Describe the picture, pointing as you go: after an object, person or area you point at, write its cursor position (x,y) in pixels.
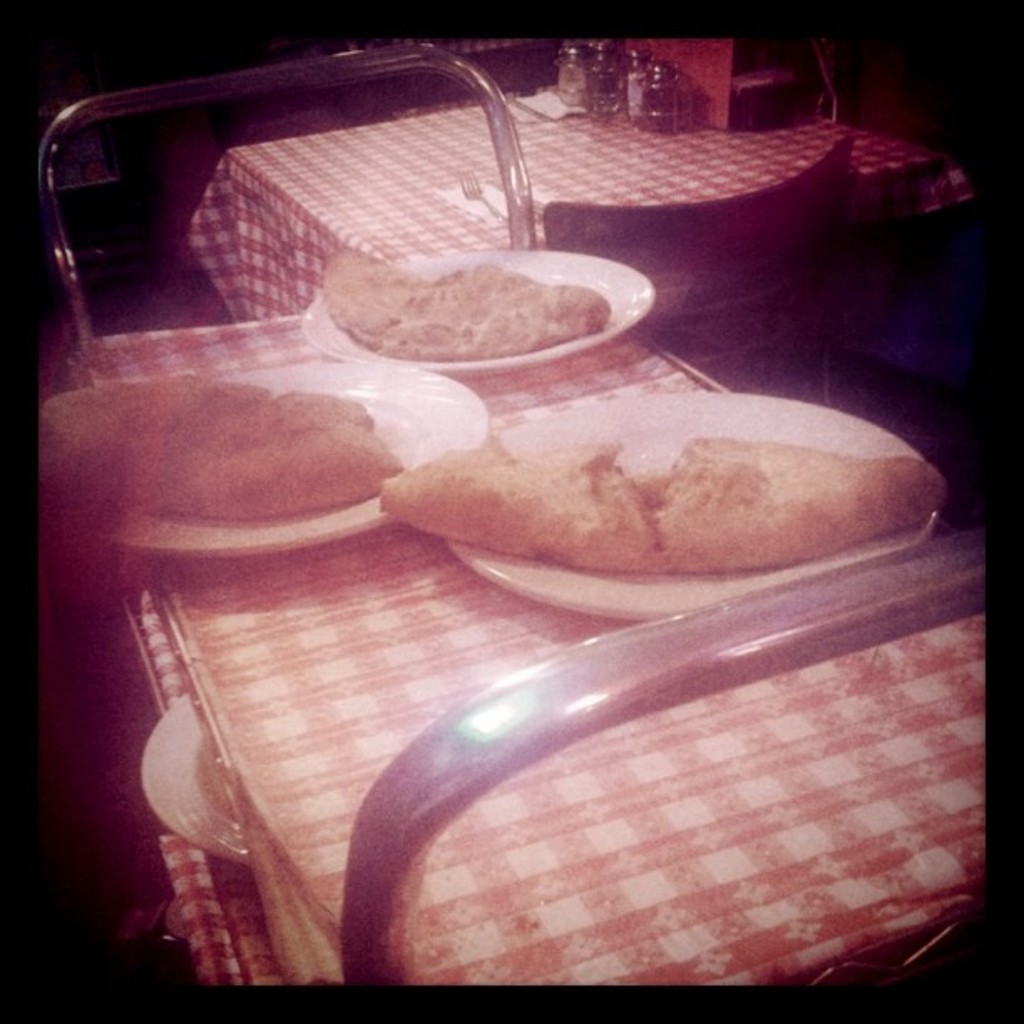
In this image there is a trolley (511,704) having few plates (416,405) on it. On the plates (512,577) there is some food (426,323). Behind the trolley (602,358) there is a table (648,136) having a napkin (485,215) and few bottles (557,87) on it. On the napkin (460,197) there is a fork (473,187). Before the table (696,142) there is a chair (748,295).
